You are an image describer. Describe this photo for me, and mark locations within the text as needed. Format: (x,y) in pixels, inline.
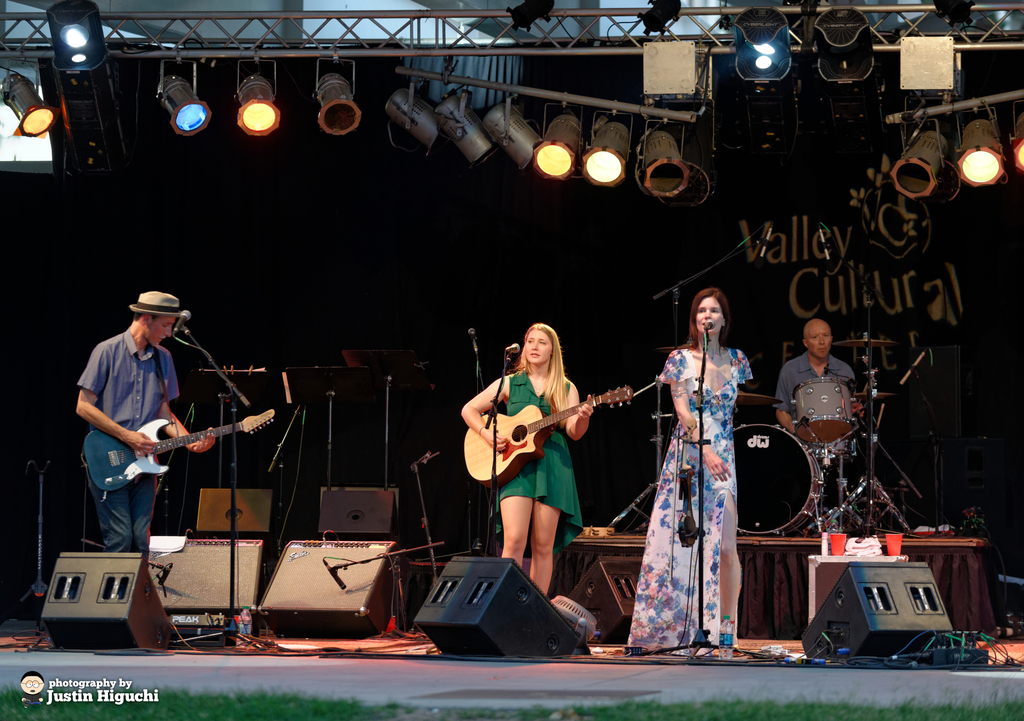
In this image we can see this woman (686,374) is standing and singing. We can see this persons (553,502) are holding a guitar (122,483) and playing. In the background (859,344) we can see this person (839,365) is sitting and playing drums (783,465). These are the show lights (103,76).
